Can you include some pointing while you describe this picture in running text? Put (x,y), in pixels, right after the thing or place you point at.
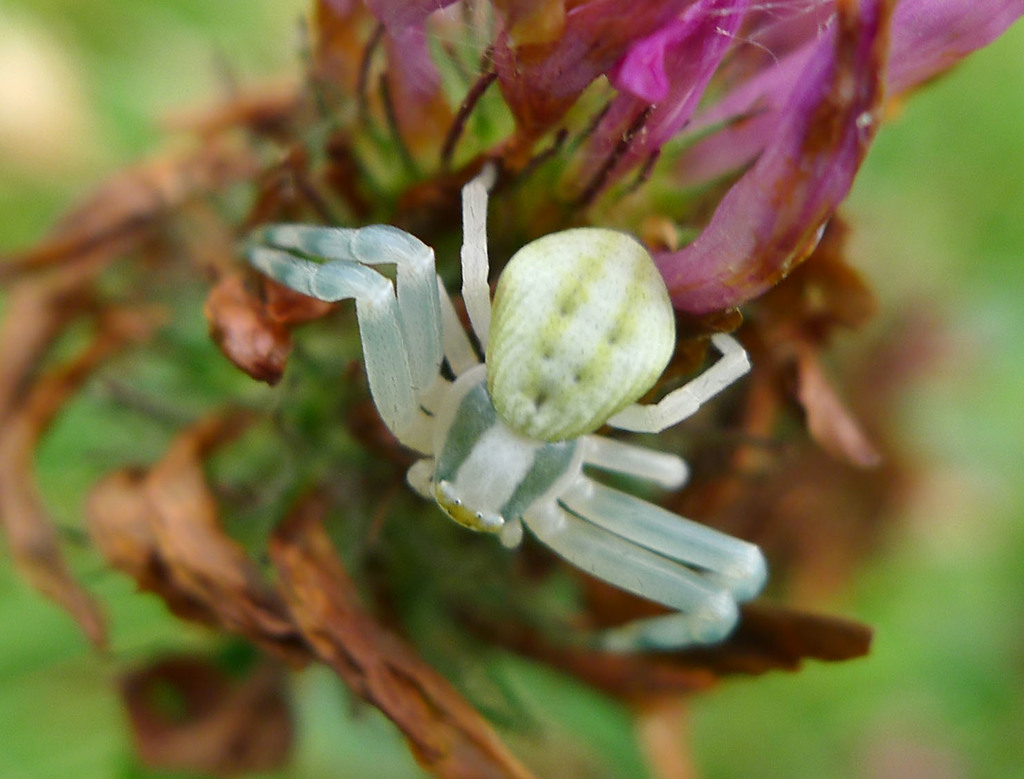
In this picture we can see an insect (506,410) and a flower (639,62) in the front (438,321), there is a blurry background (216,32).
